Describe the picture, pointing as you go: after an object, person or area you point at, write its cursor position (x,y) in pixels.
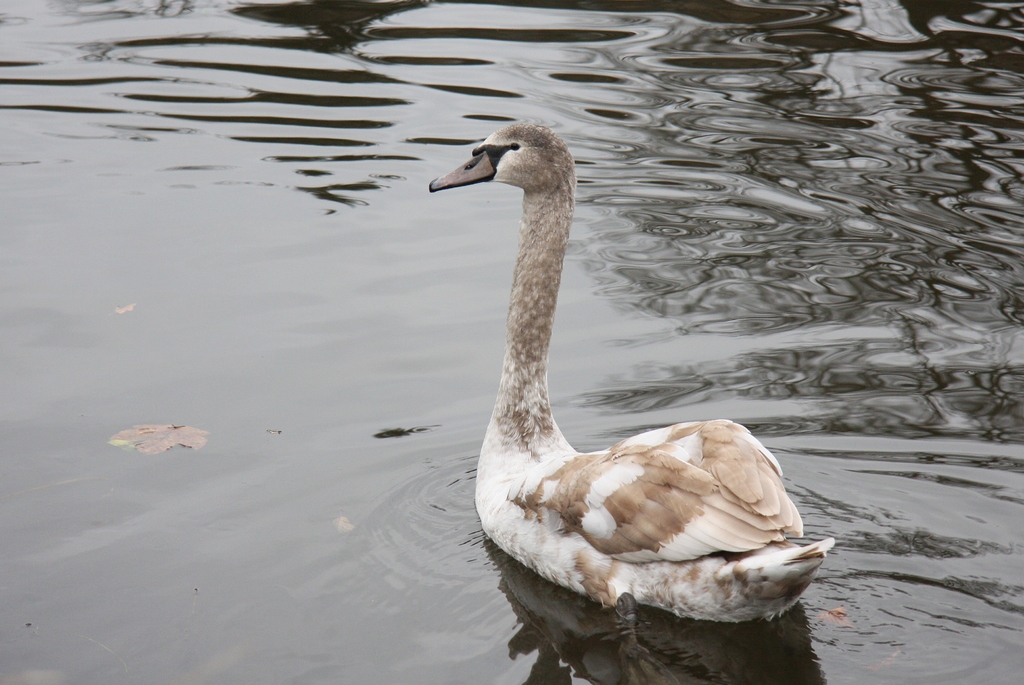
In this picture we can see a swan (539,549) and a leaf (160,451) in water (230,418).
